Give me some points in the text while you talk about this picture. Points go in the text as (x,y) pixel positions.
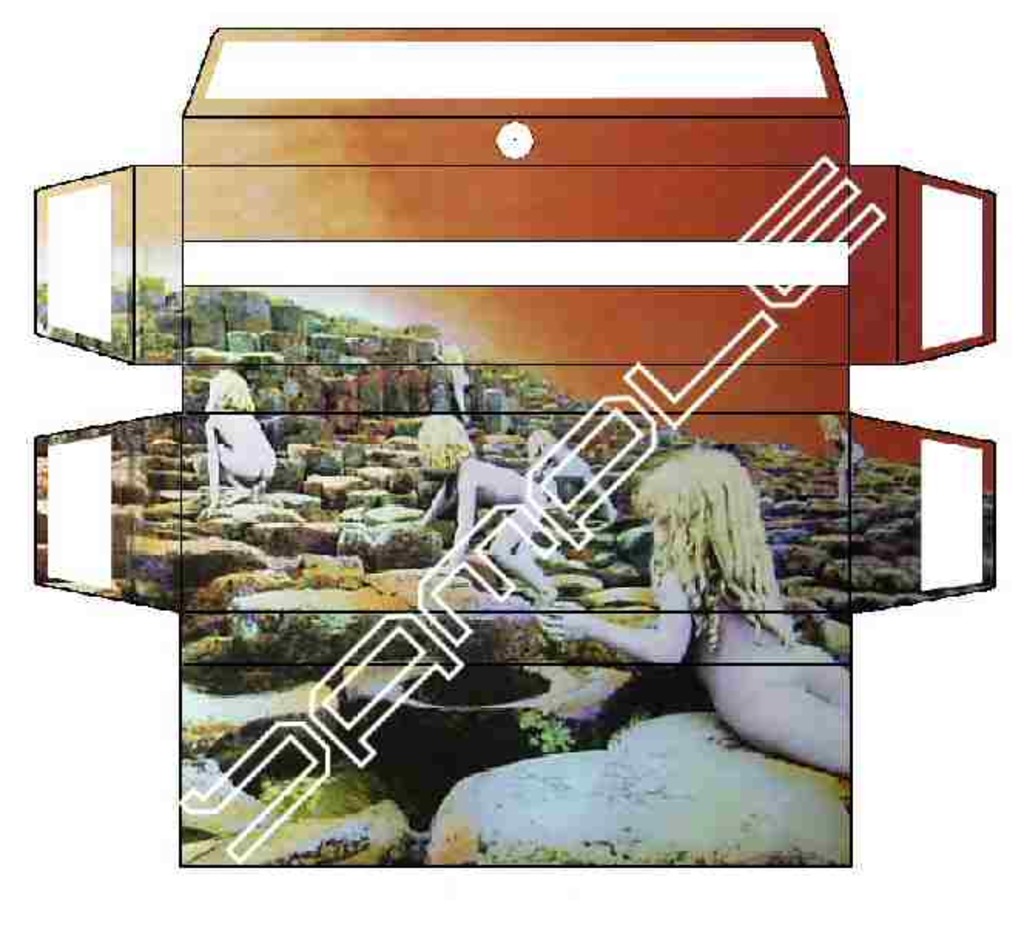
In this image there are depictions of persons (680,454).
